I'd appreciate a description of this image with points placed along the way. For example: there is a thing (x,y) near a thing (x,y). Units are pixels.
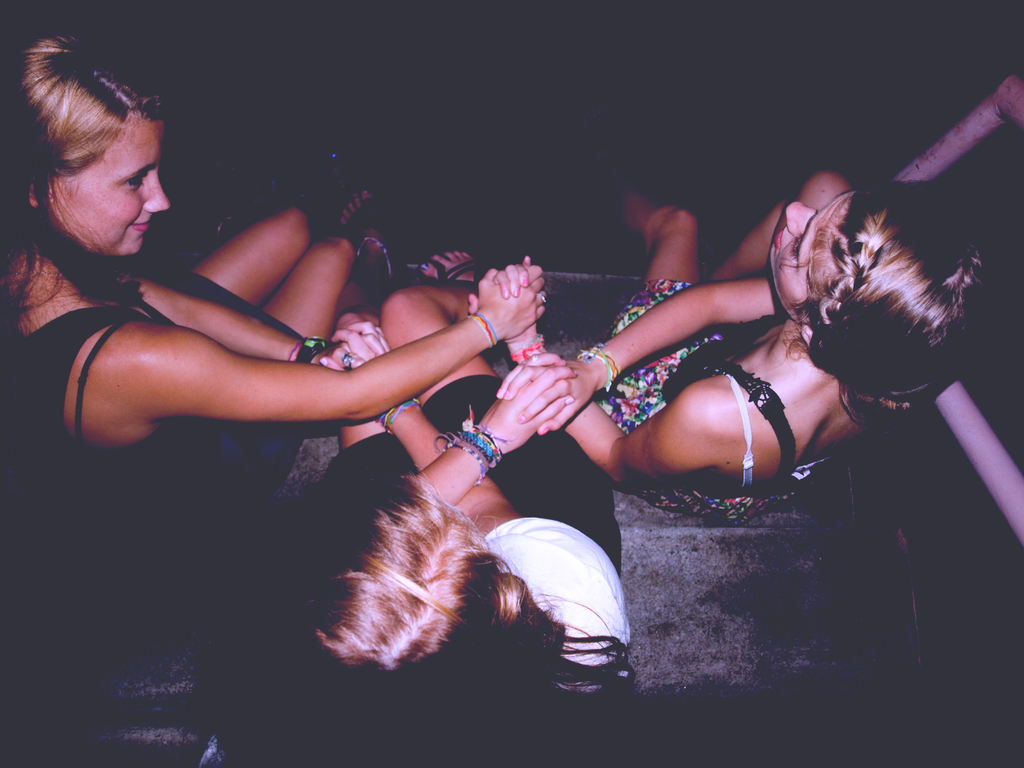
In this image, we can see three women (427,422) are sitting. each other they are holding hands (490,428). Left side of the image (108,323), we can see a woman (109,263) is smiling. Right side of the image (1007,497), we can see few rods (971,145).
